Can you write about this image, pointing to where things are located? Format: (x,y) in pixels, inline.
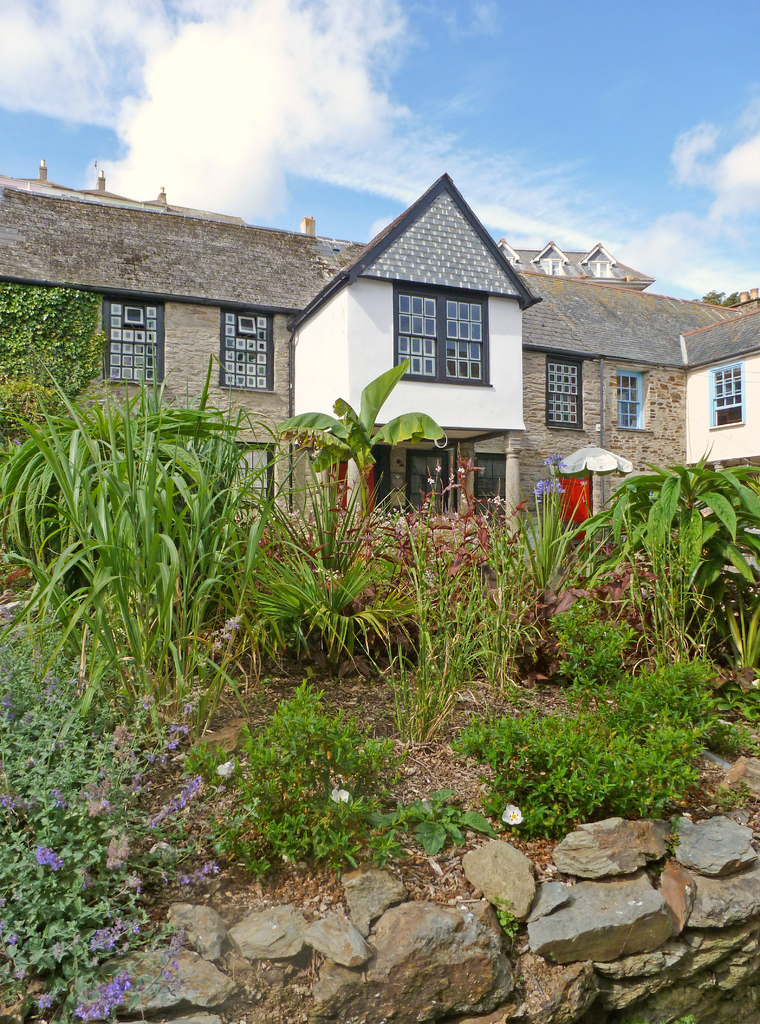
In this image I see the stones (138,1023), plants (610,787) and I see few flowers (150,701) over here which are of purple and white in color. In the background (294,458) I see the buildings (454,321) and the sky (346,146) and I see that the sky (458,130) is of white and blue in color.
